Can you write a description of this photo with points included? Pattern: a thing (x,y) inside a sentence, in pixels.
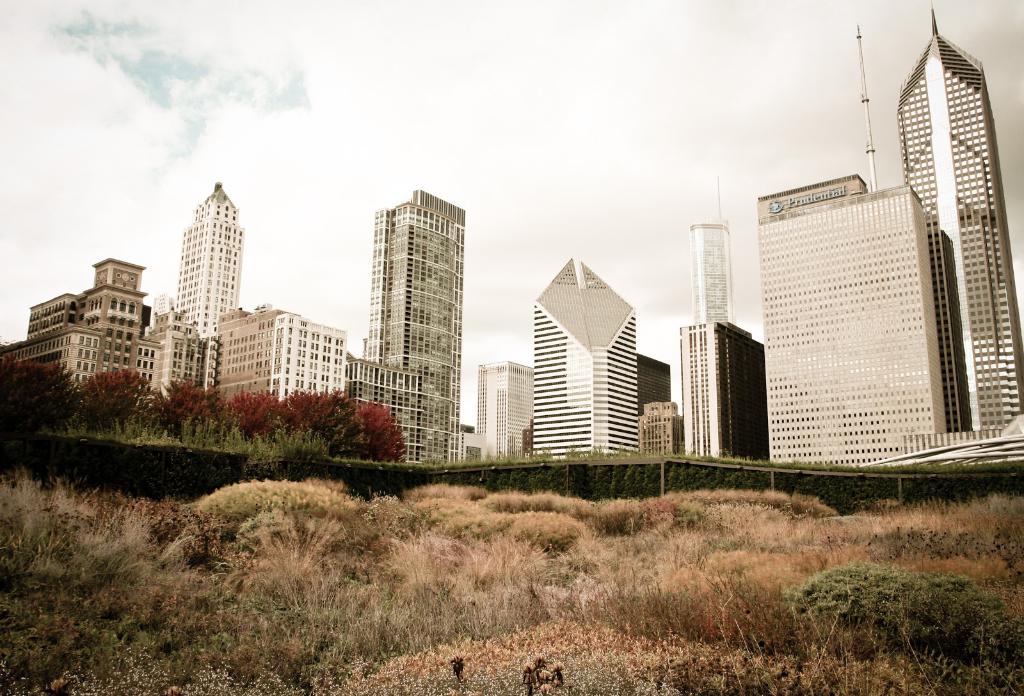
In this image I can see there are building (644,420), grass (513,502) visible at the bottom (123,514), at the top (273,130) there is the sky (717,167) visible.
